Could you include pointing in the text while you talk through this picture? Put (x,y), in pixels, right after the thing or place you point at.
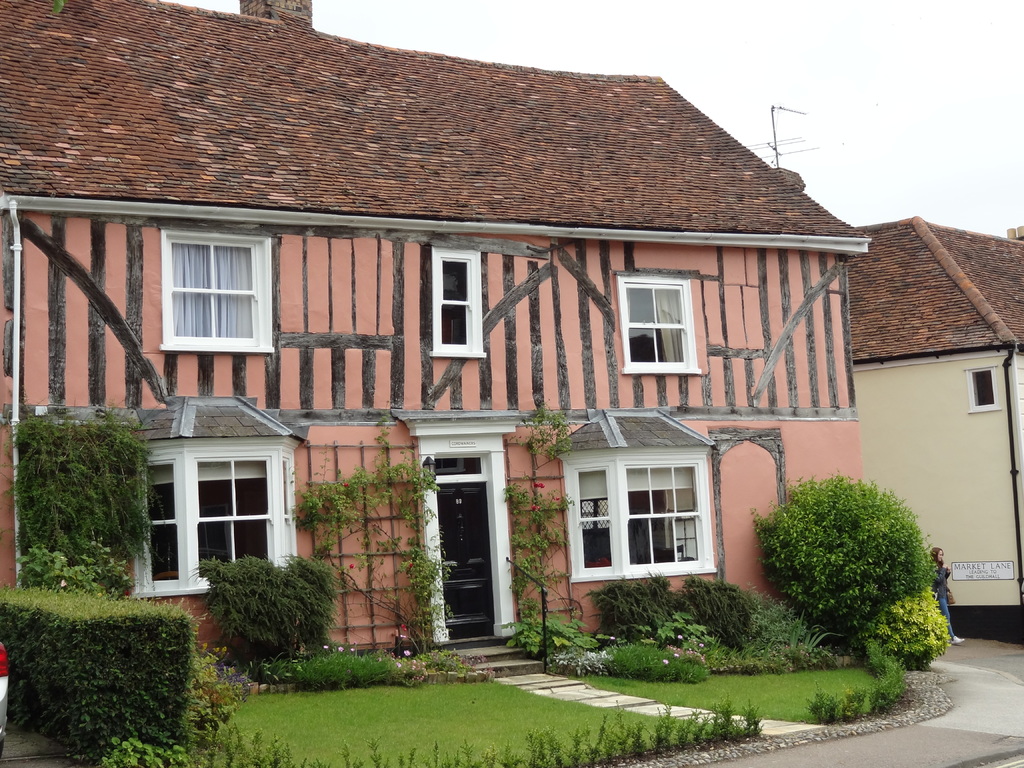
In this image, we can see some plants (30,721). There is a shelter house (687,386) in the middle of the image (497,263). There is a sky (661,57) at the top of the image (494,50).
